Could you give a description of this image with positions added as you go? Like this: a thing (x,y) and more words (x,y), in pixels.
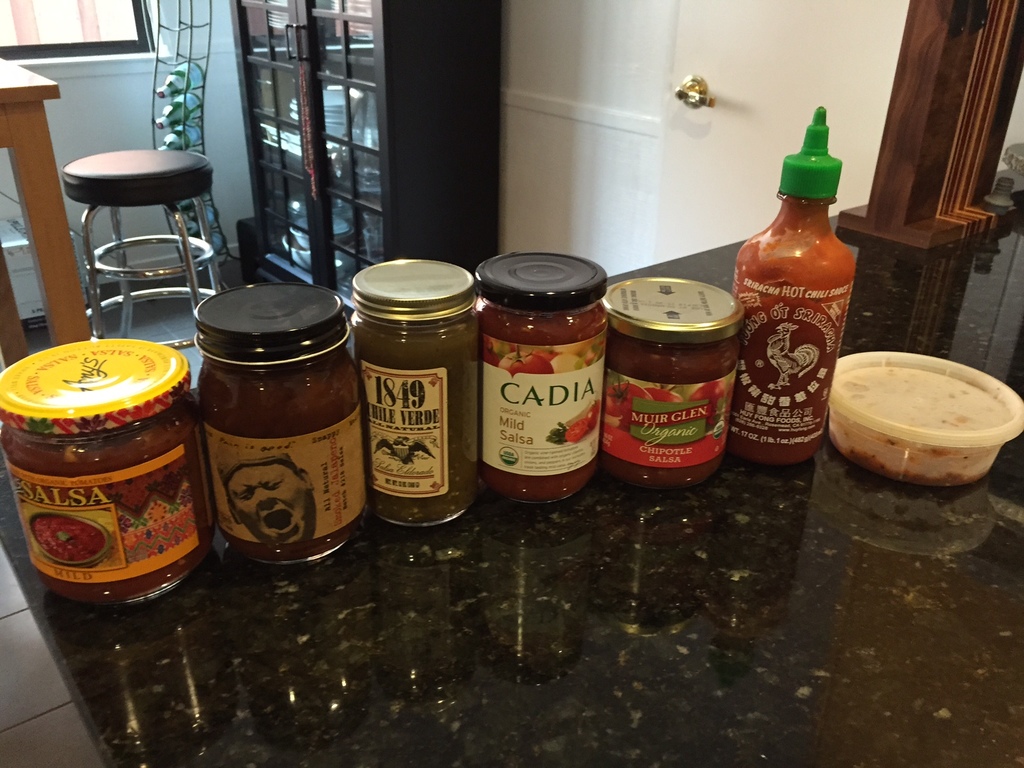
Here there are bottles (619,391), this is table (22,178) and a stool (171,206).
